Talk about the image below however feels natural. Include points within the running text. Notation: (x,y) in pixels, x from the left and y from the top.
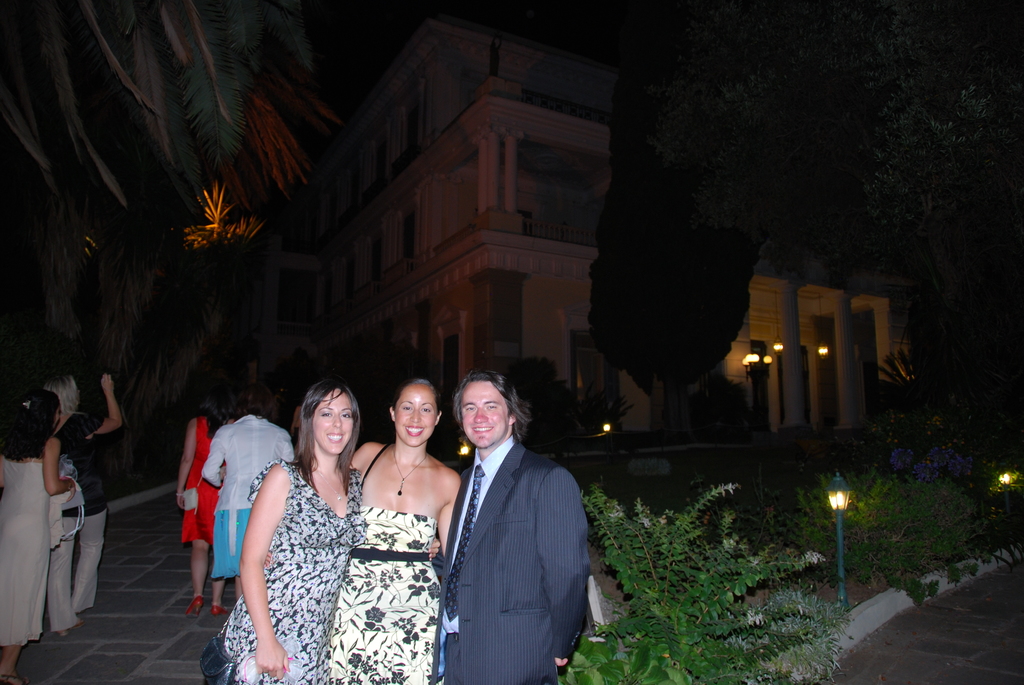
In this image we can see a few people (342,533), among them some people (293,558) are wearing bags (234,665), there are some trees (617,187), plants (855,574), poles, pillar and lights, in the background (518,114) we can see a building (373,120).
